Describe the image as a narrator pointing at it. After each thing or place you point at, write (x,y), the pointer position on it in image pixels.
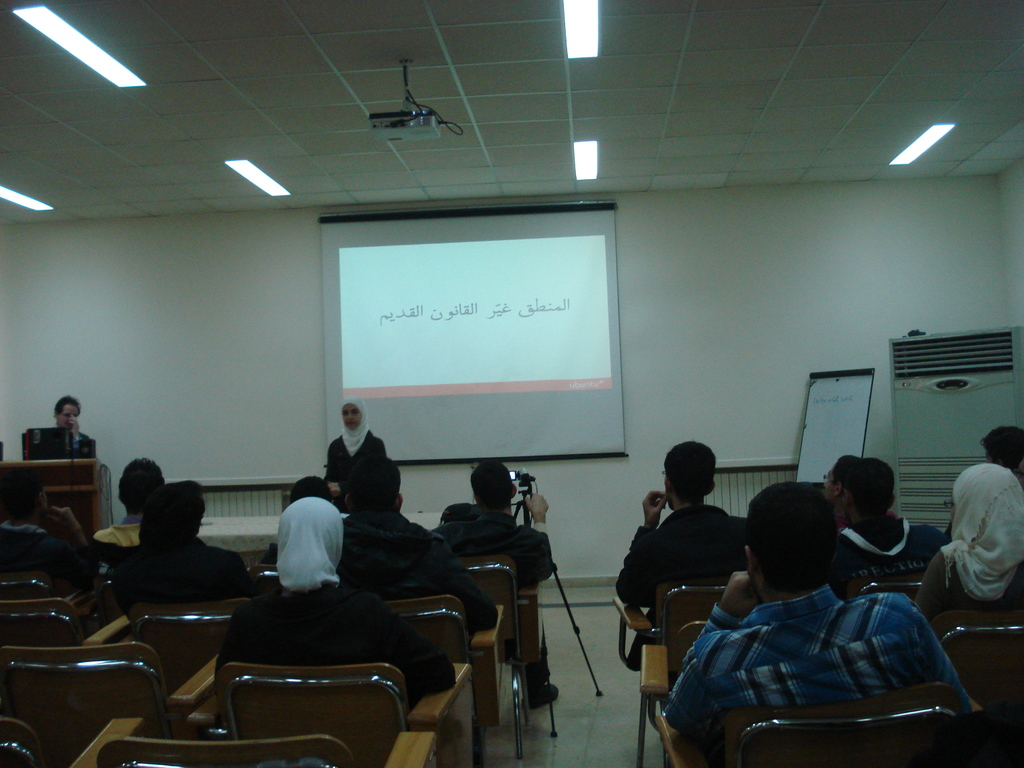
In this picture we can see some persons (767,542) are sitting on the chairs (305,717). This is floor (606,727). Here we can see a person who is standing on the floor (597,741). On the background (447,373) there is a screen (588,319) and this is wall (764,321). These are the lights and there is a board (848,407).
